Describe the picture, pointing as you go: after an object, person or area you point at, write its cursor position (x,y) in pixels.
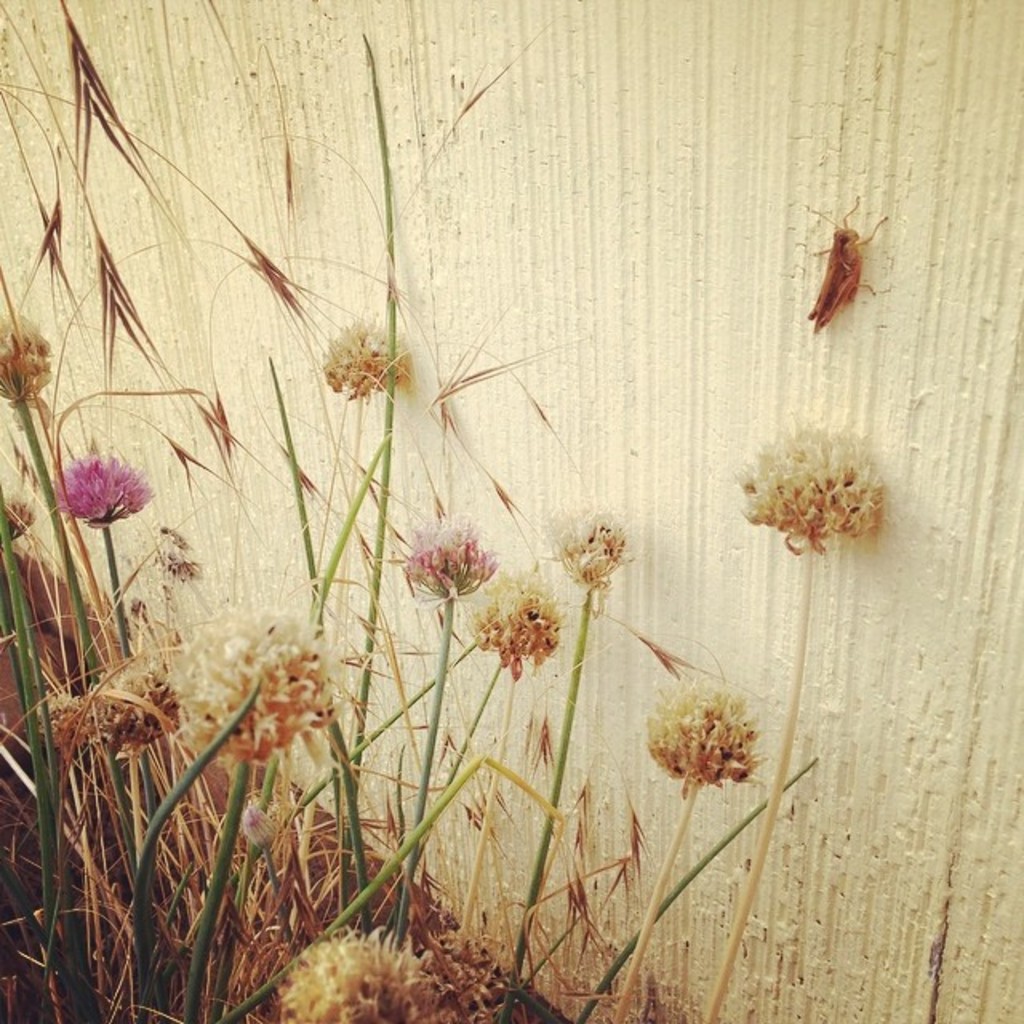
This image consists of so many flowers (15,518). There is grass (284,903) at the bottom (307,902). There is a wall (647,329) in the middle (394,472).
